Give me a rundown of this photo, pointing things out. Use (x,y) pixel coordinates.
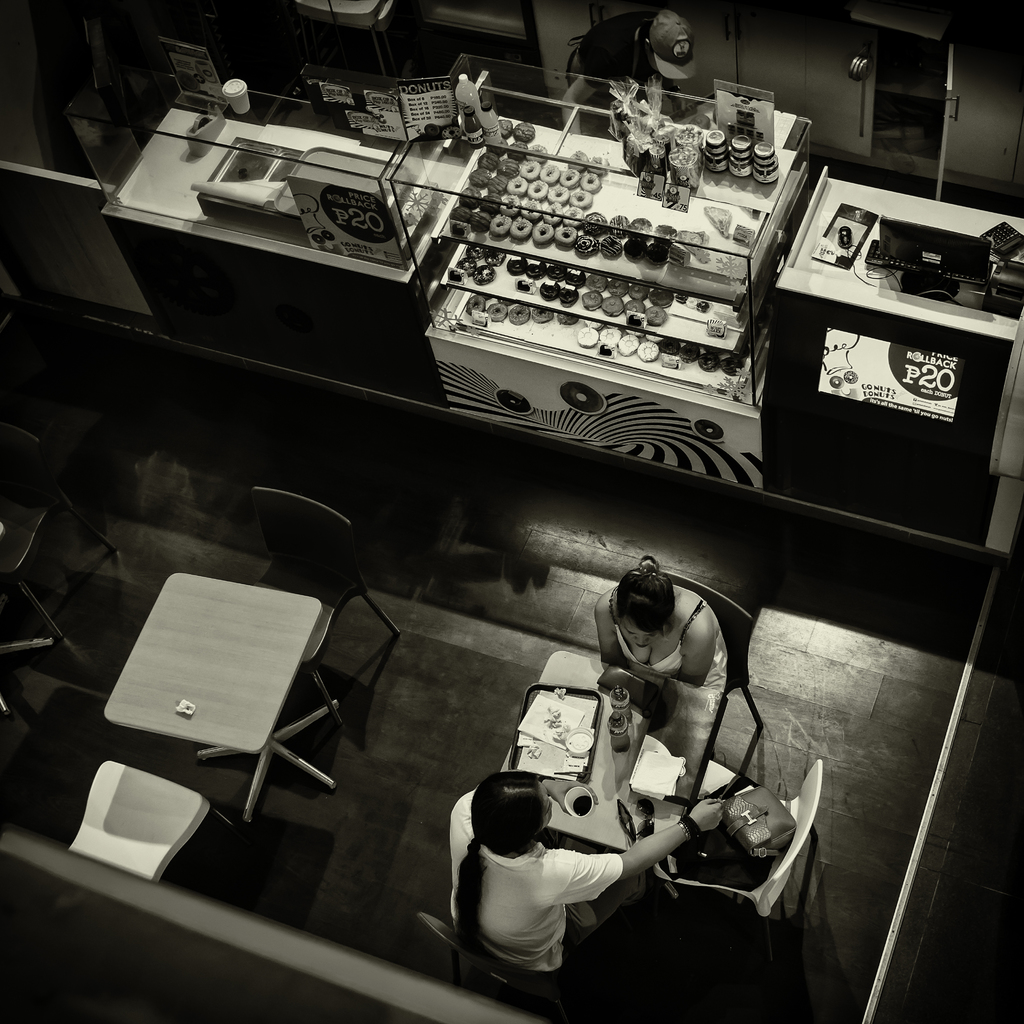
This is a black and white image. In this image we can see persons (633,643) sitting on the chairs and a table (619,770) is placed in front of them. On the table (630,759) there are serving plate (561,777) with food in it, tissue papers (661,771) and a beverage tumbler (569,809). In the background (720,221) there are food items (616,238) of different kinds arranged in the shelves (704,196), desktop (883,224), beverage bottles (473,96) and cartons (633,151).
